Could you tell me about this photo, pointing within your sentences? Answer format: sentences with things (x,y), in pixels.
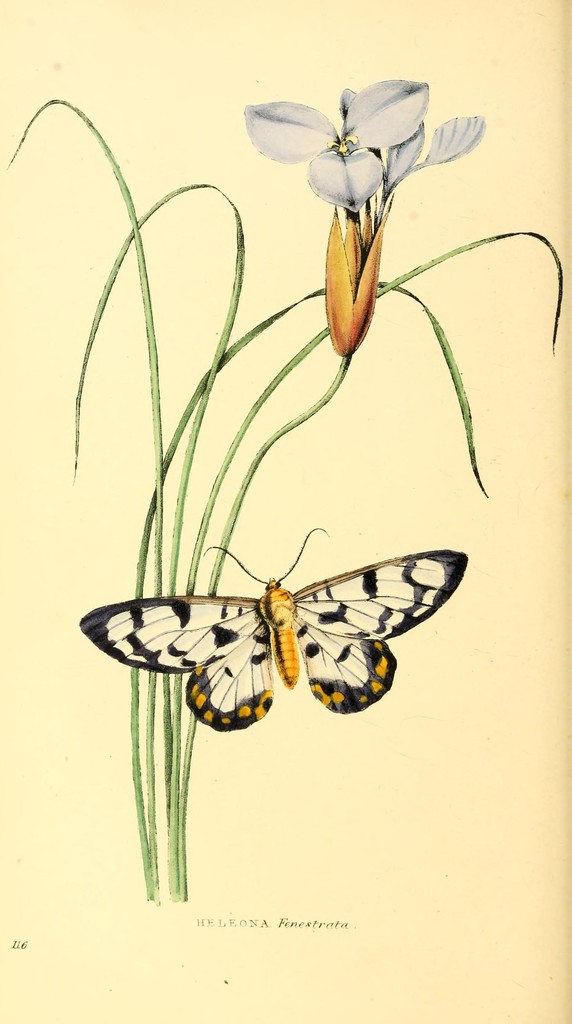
In the image there is an art (355,126) of a flower plant (278,161) with a butterfly (235,625) in front (338,626) on a paper (443,973).
